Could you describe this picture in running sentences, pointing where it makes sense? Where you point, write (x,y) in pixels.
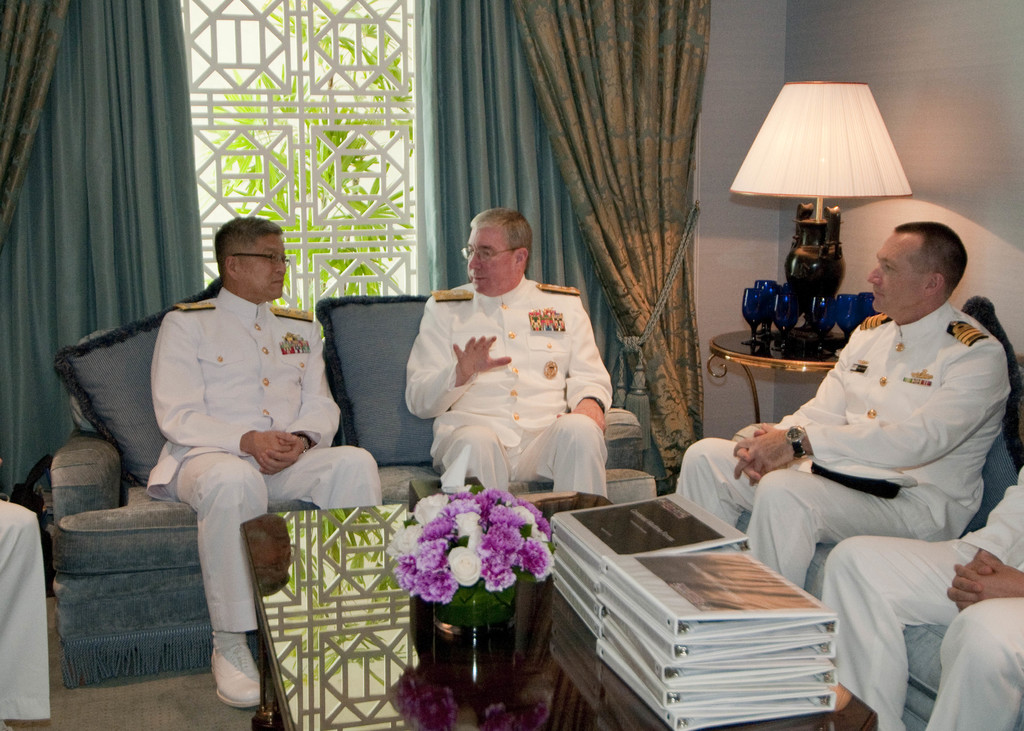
In this image i can see there are few men (581,390) who are sitting on a sofa (185,514) in front of a table (563,648). On the table (590,644) we have a flower pot (505,625) and other objects (557,584) on it.
